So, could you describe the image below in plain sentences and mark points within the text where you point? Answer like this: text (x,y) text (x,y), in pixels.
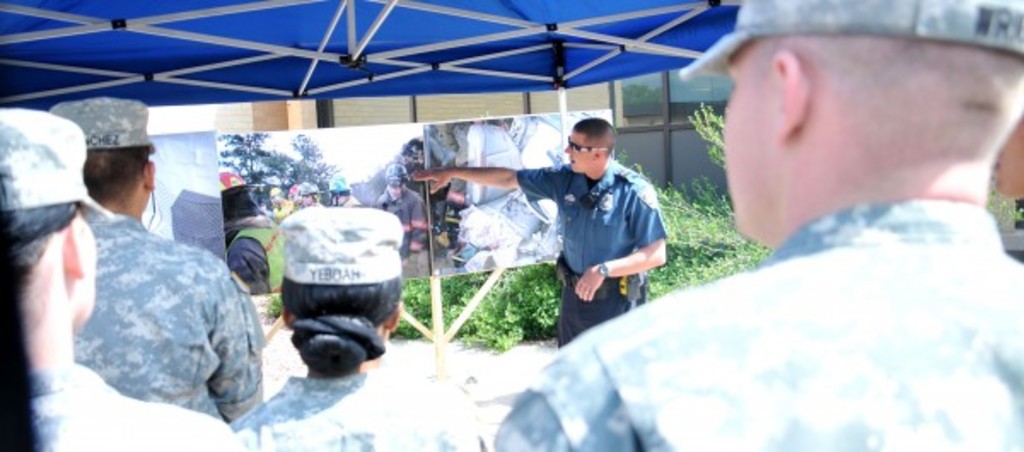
In this image I see few people (179,327) who are wearing army uniforms (219,304) and I see few pictures (300,202) over here and I see the blue color thing (102,13) and rods (667,24) over here. In the background (712,232) I see the plants (685,253).
